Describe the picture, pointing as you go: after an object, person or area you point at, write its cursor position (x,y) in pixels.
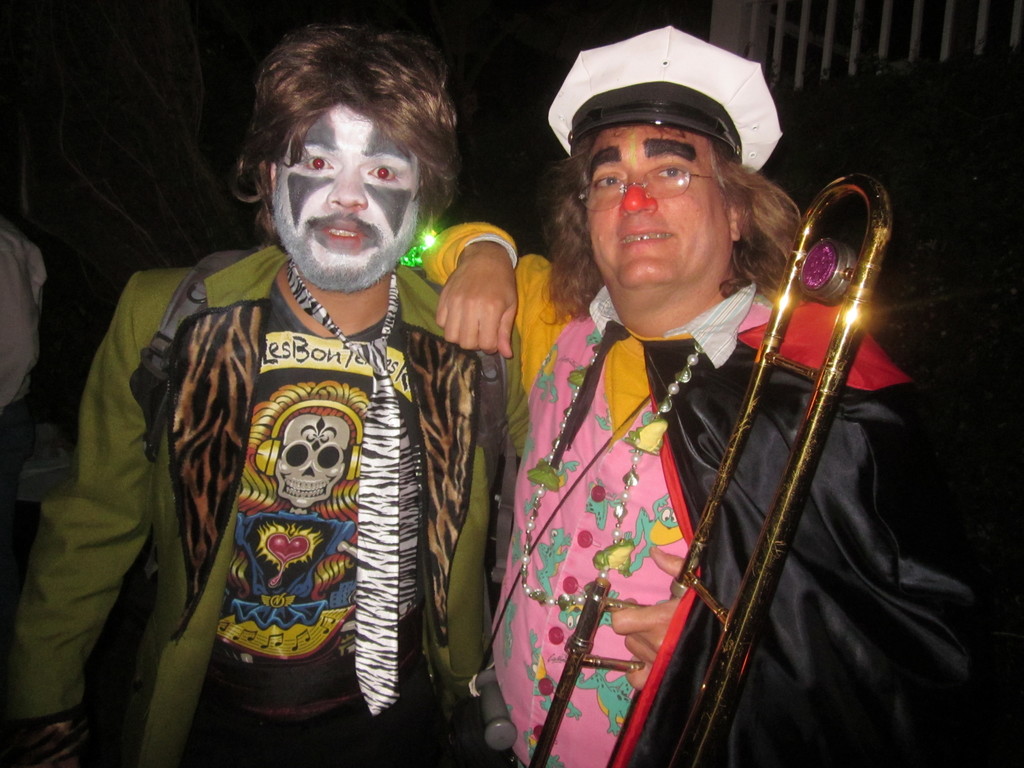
In this image I can see a person (593,405) wearing pink, black and yellow dress (607,381) and white and black color hat (674,86) is standing and holding a trombone (868,262) in his hand (641,654) and another person (363,400) wearing green jacket (118,445) and black t shirt (281,379) is standing. In the background (106,52) I can see the black colored object (463,79) and the white colored metal rods (801,46).
